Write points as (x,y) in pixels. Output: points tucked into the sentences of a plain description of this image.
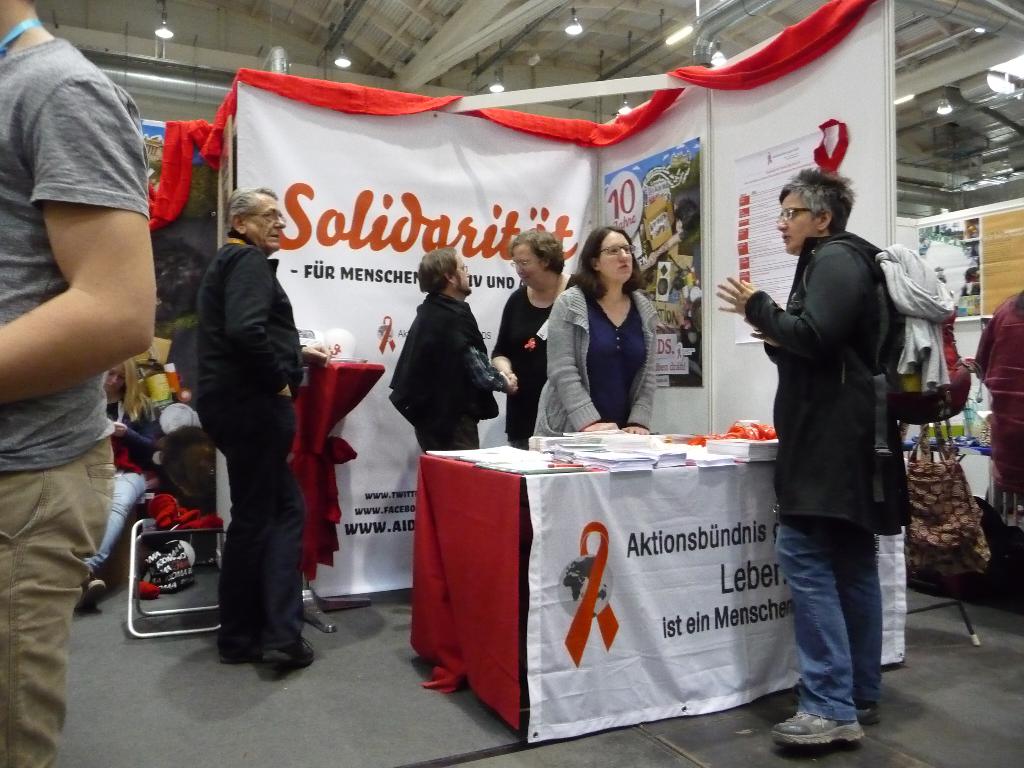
In this image there are people (233,393) standing and there are tables (632,505). We can see books (624,454) placed on the tables (541,591). There is a tent (784,90), board (391,224), cloth (779,58) and a bag (939,522). At the top (574,8) there are lights (579,25).
